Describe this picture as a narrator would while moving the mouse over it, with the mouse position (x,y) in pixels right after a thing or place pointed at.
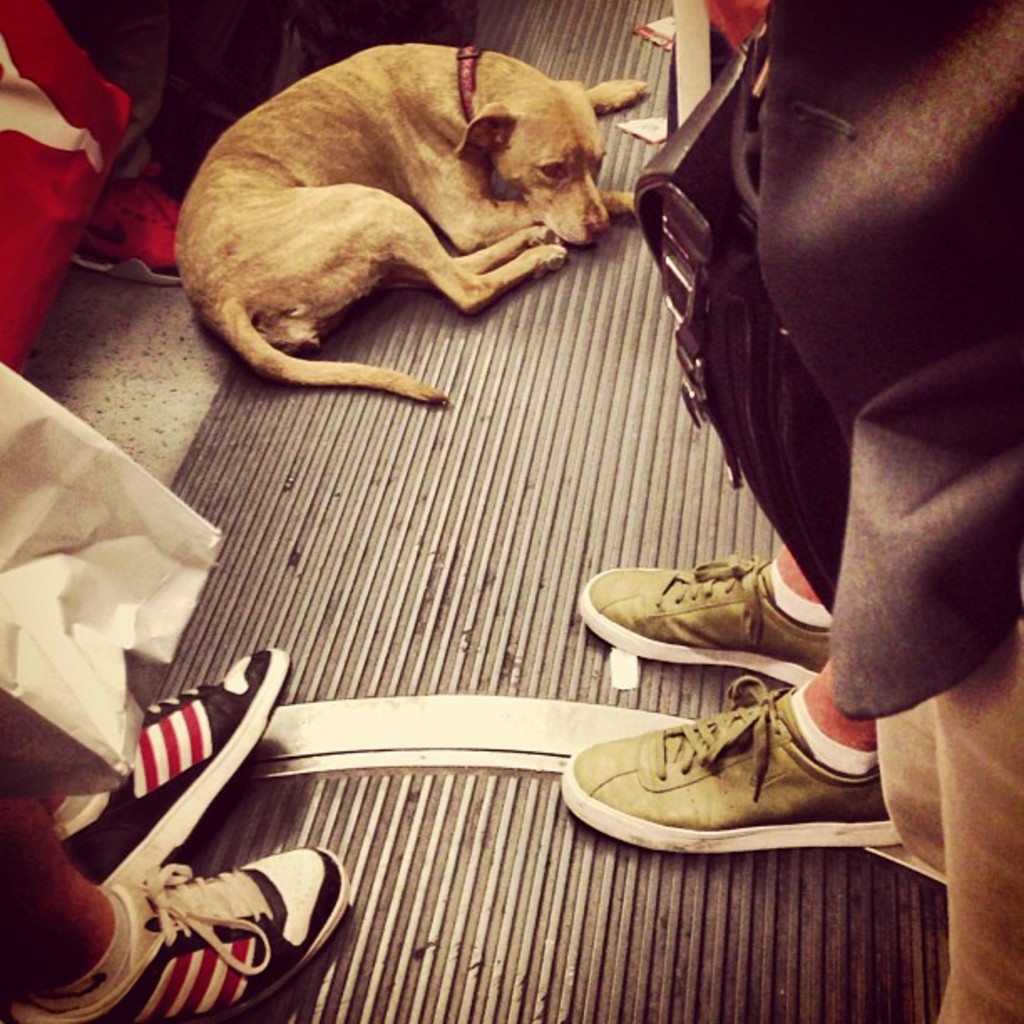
In this picture I can see there is a dog (554,202) lying on the floor (413,531) and there are few people (1018,420) standing around them and they are holding the bags (54,507).
